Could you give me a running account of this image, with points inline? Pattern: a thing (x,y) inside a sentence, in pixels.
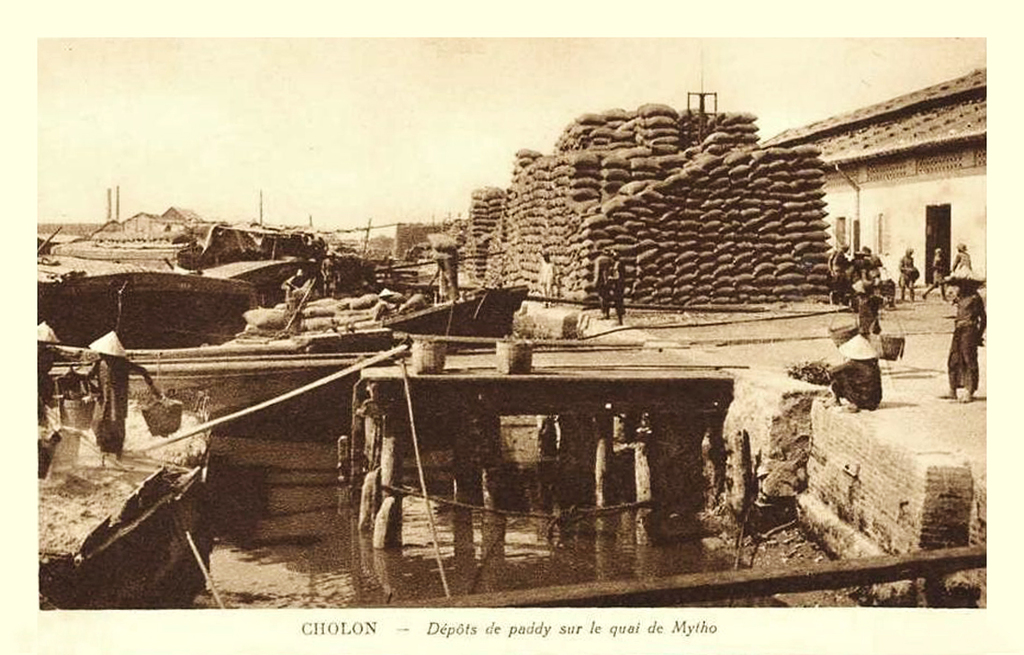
In this image we can see the houses (838,193), people (863,331) and also the load of gunny bags (763,232) on the path (806,332). We can also see the bridge (439,410), boats (265,285), sticks (395,436) and also the water (497,543). At the bottom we can see the text (697,624). Sky (301,50) is also visible.
